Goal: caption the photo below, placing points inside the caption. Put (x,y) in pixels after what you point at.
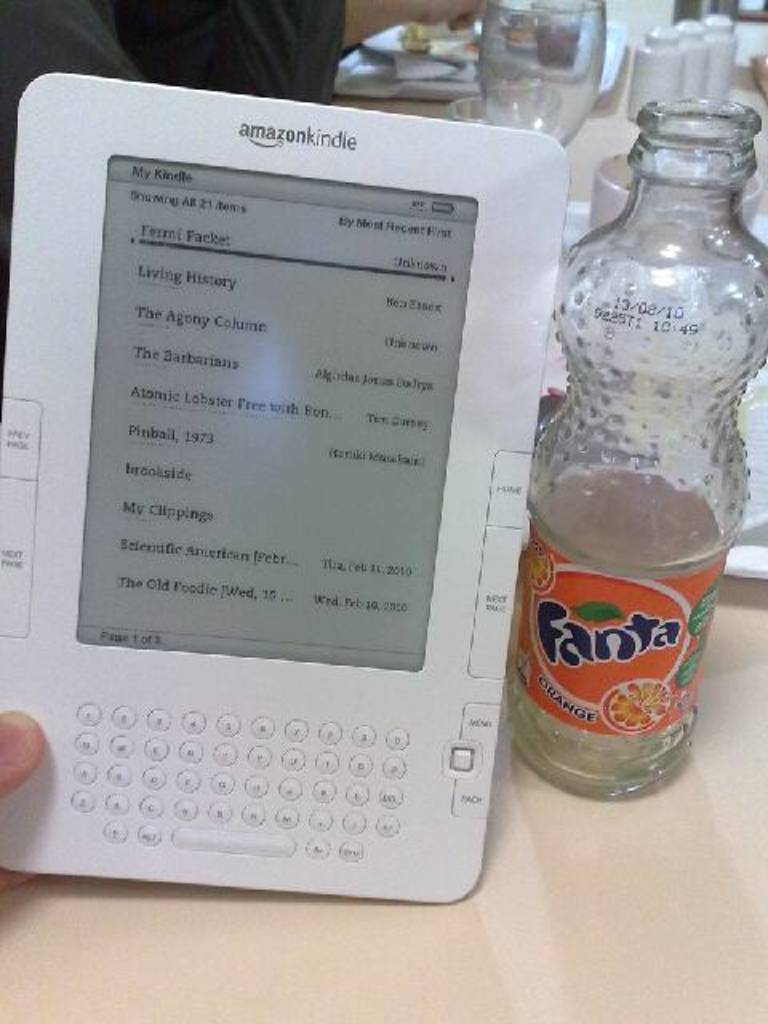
As we can see in the image there is a table (712,876). On table (740,872) there is a plate (435,49), glass (521,26), bottle (647,624) and a tablet (247,433).
